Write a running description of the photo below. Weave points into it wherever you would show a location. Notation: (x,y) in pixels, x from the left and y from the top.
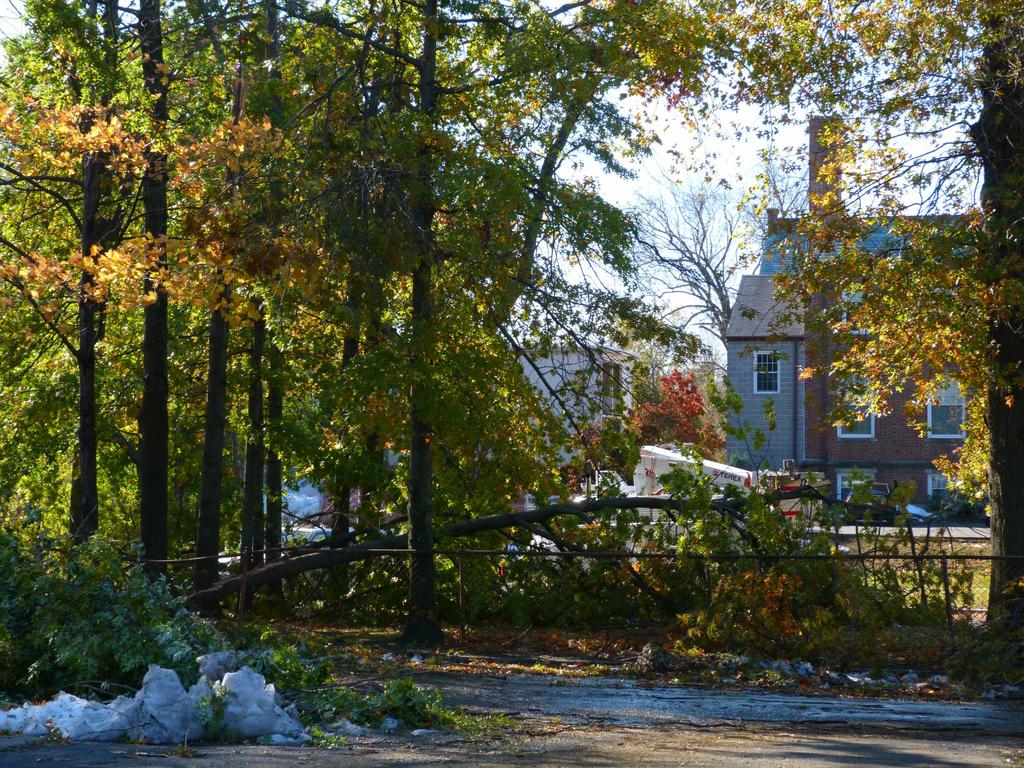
In this picture we can see trees (416,269), plants (581,534) and houses (815,188). The sky (756,163) is blue.
